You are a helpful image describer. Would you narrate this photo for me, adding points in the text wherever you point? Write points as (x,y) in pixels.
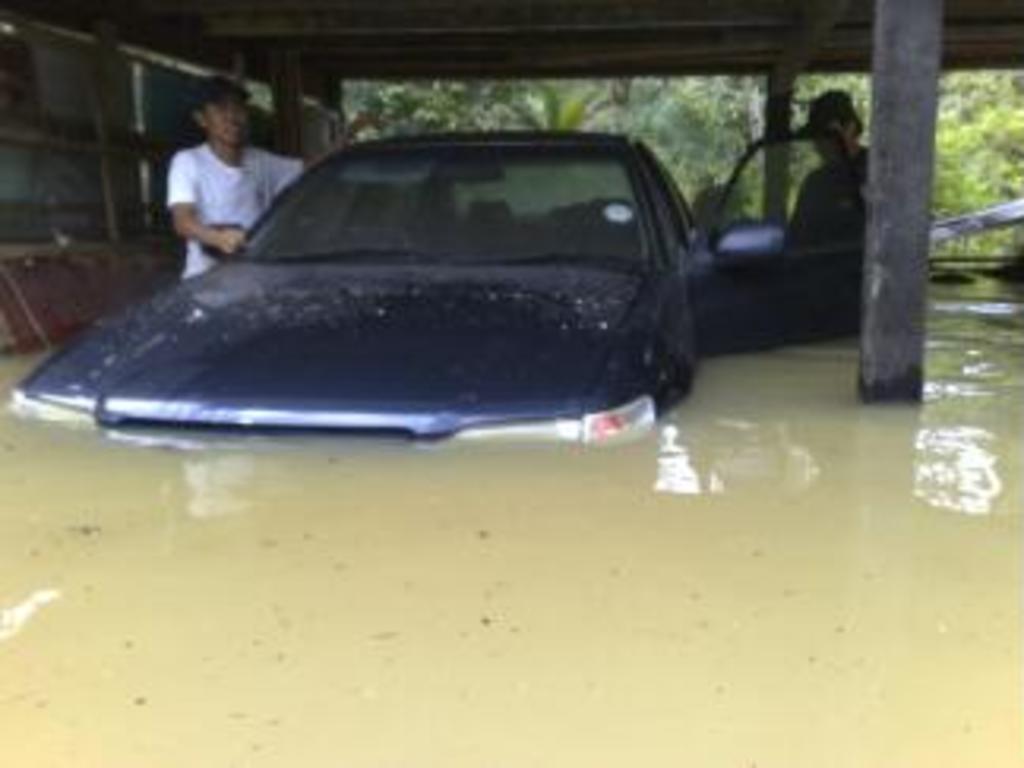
In this image, we can see the car (729,290) in the water (581,500), there are some people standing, we can see some pillars (914,41) and there is a shed (170,37).
